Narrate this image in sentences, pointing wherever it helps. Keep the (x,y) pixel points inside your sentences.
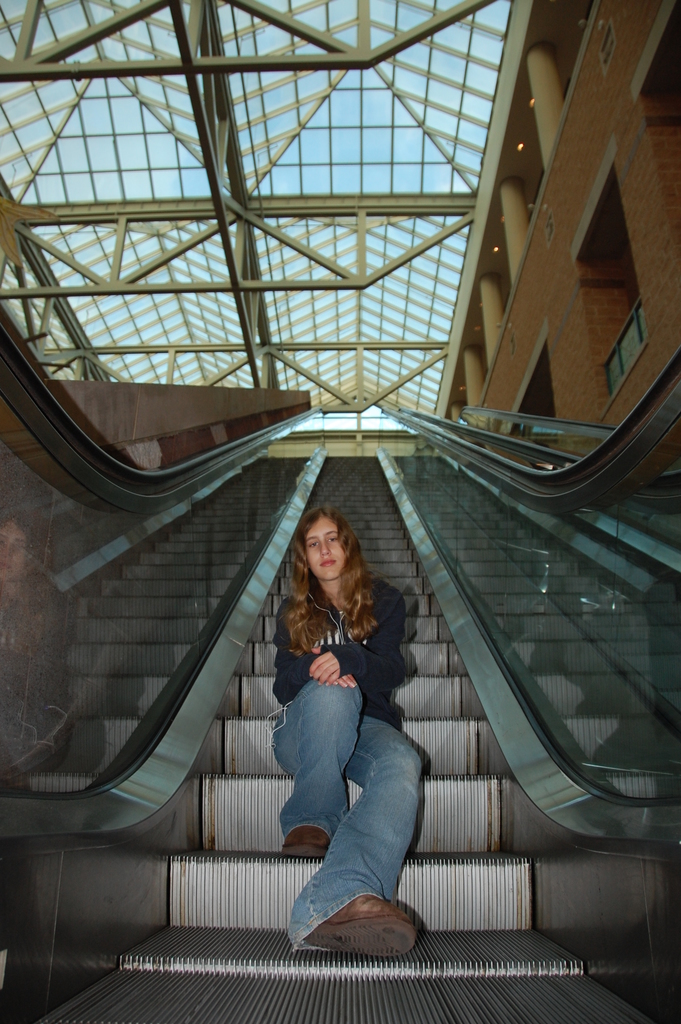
In this picture there is a woman (349,622) who is wearing jacket (349,659), jeans (348,708) and shoe (359,938). She is sitting on the elevator stairs (357,972). On the top (303,284) we can see roof (156,185) of the building (197,249). On the right (640,308) there is a fencing (632,316). Here it's a light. Here it's a sky (342,156).
